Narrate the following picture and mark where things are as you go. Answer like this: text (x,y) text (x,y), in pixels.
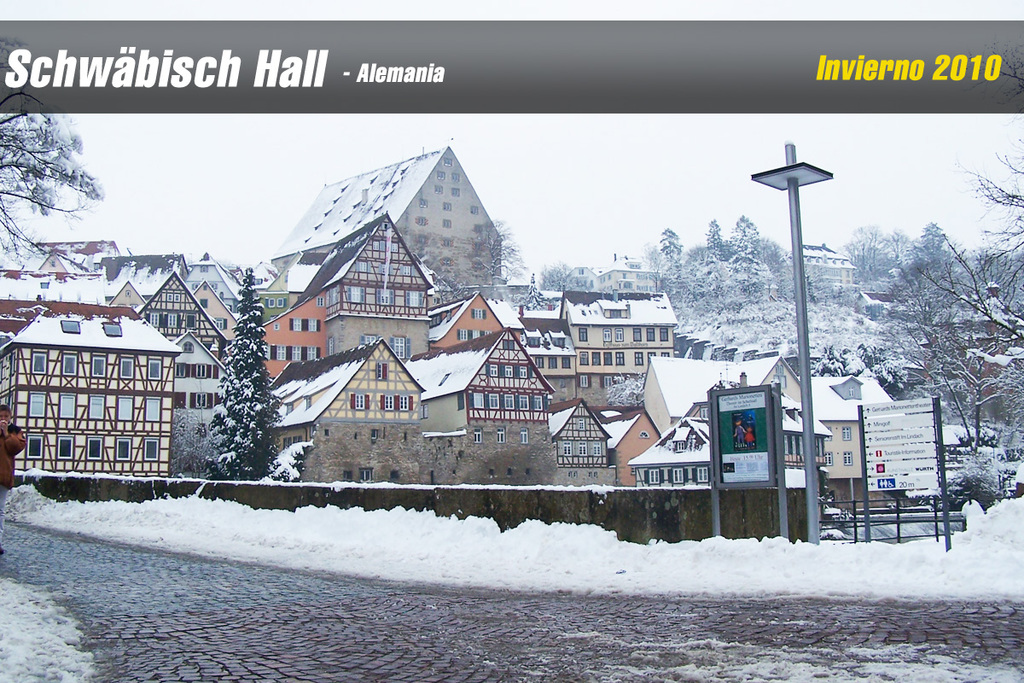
In this image in the background (784,364) there are some houses (382,385) buildings (645,432) and trees (238,409), and in the foreground (771,436) there is one pole (814,509) and some boards (880,476). At the bottom (267,624) there is a walkway (734,618) and some snow (501,545), and in the background (718,279) there are some trees (847,307) covered with snow (840,329).
